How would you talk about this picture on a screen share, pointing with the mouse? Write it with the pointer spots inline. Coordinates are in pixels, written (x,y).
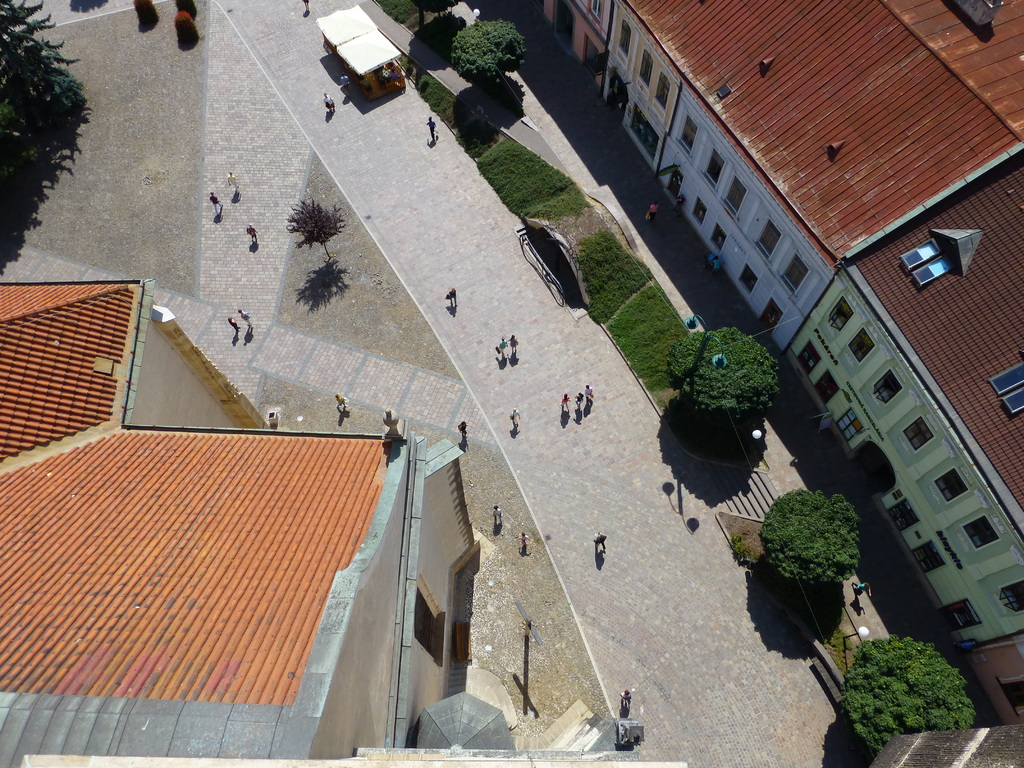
In this picture I can see few persons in the middle (463,433), there are trees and buildings (455,462) on either side of this image.
